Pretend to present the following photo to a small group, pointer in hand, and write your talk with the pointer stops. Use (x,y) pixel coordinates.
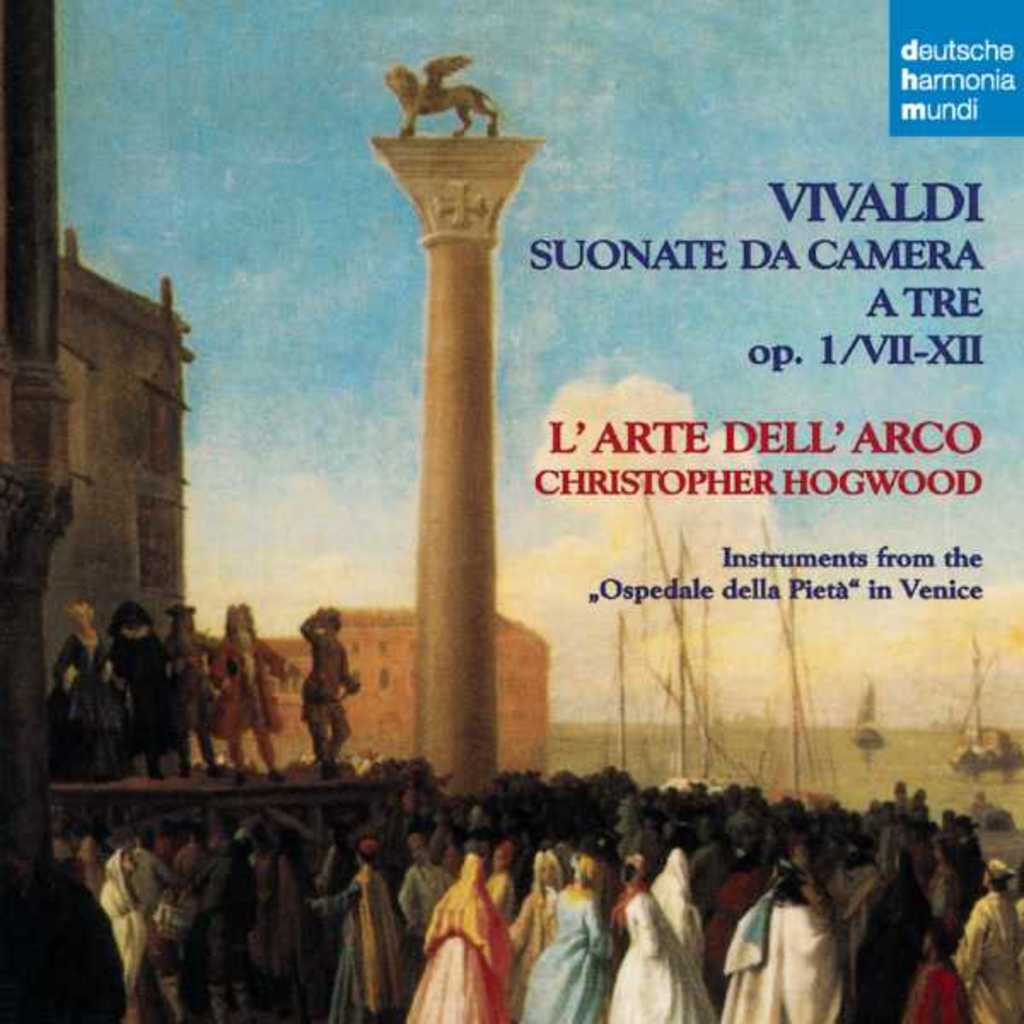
In this image we can see a book cover (535,594). On the book cover (591,590) there are the pictures (572,459) of sky (529,383) with clouds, ships (867,733) on the sea (615,722), tower (457,663), buildings (513,659), people (318,690) standing on the dais (313,794) and some are standing on the ground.
